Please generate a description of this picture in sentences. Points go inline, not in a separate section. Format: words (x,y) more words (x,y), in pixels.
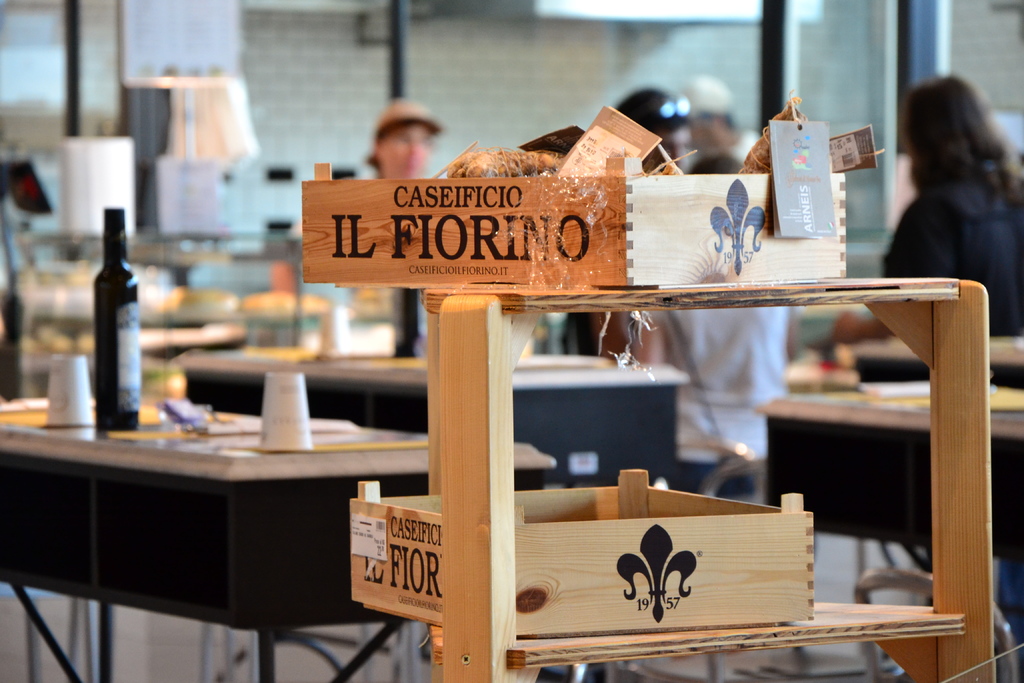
There is a wooden block (515,288) on the foreground of the image (632,524) and at the background of the image (680,325) there are group of persons (952,189) and at the left side of the image (133,277) there is a bottle (133,277).
